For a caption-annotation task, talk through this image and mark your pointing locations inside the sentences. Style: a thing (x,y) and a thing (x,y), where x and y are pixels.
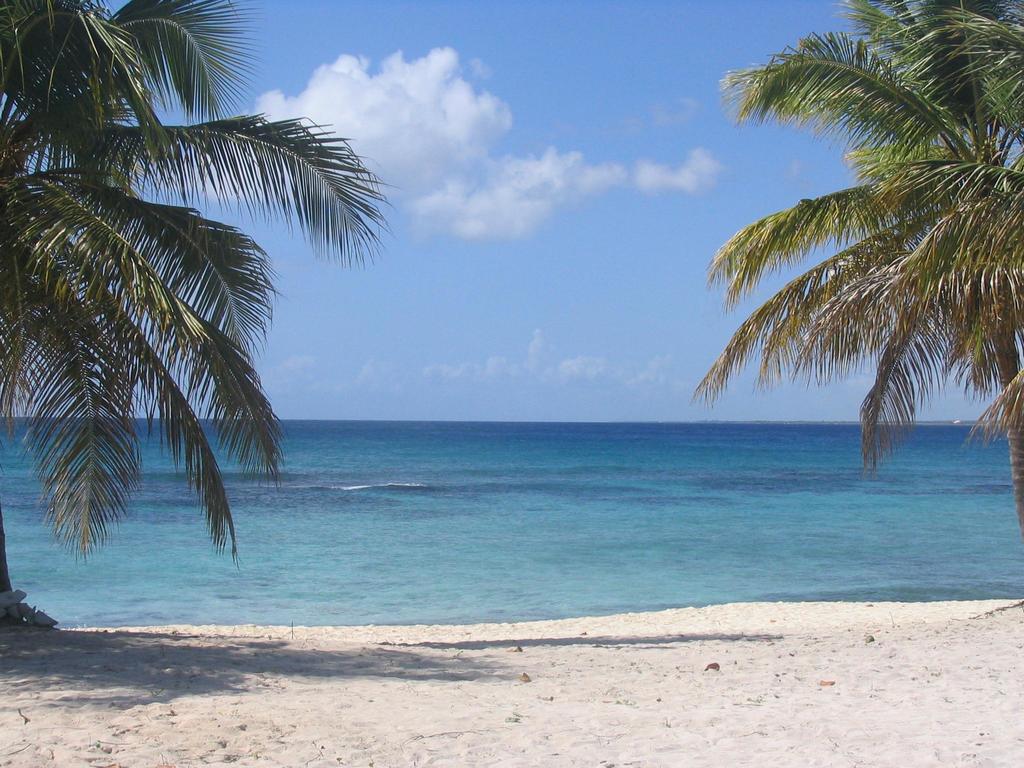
In this image we can see the trees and water (399,485), in the background (546,252), we can see the sky (511,223) with clouds (511,223).
